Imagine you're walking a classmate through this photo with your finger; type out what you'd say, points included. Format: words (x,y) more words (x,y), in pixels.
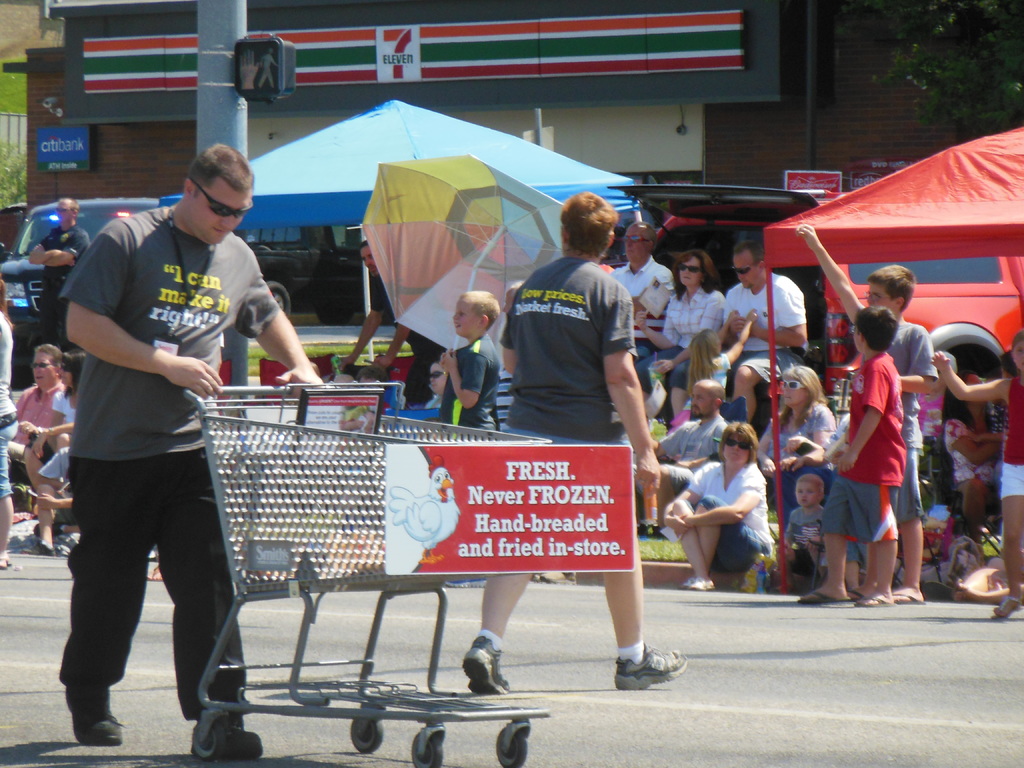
In this image there is a man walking on the road (581,605) holding a trolley (401,593) beside a man (615,614), also there are so many other people (871,533) sitting under the tent (962,173) in-front of a building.
